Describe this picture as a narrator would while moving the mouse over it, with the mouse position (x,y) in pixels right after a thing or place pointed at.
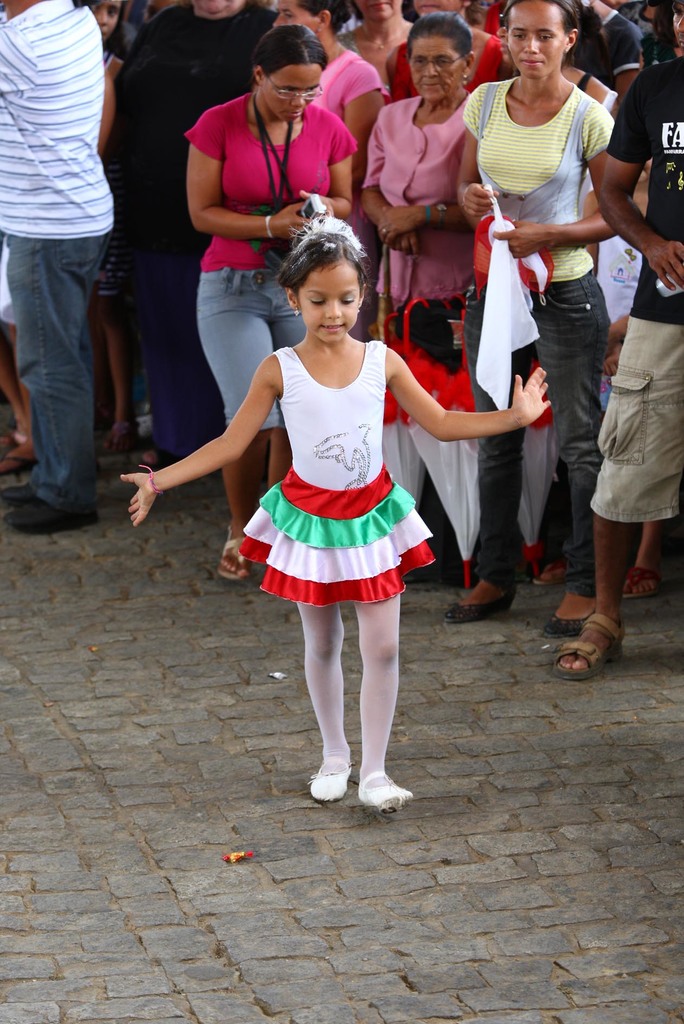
In this image there are group of persons (418,284) standing. The woman (531,196) on the right side (555,203) is standing and holding a cloth (530,285) in her hand (542,228) wearing a yellow colour t-shirt (521,174) and woman (253,197) in the center (233,343) is standing and holding a white colour object (312,211).
